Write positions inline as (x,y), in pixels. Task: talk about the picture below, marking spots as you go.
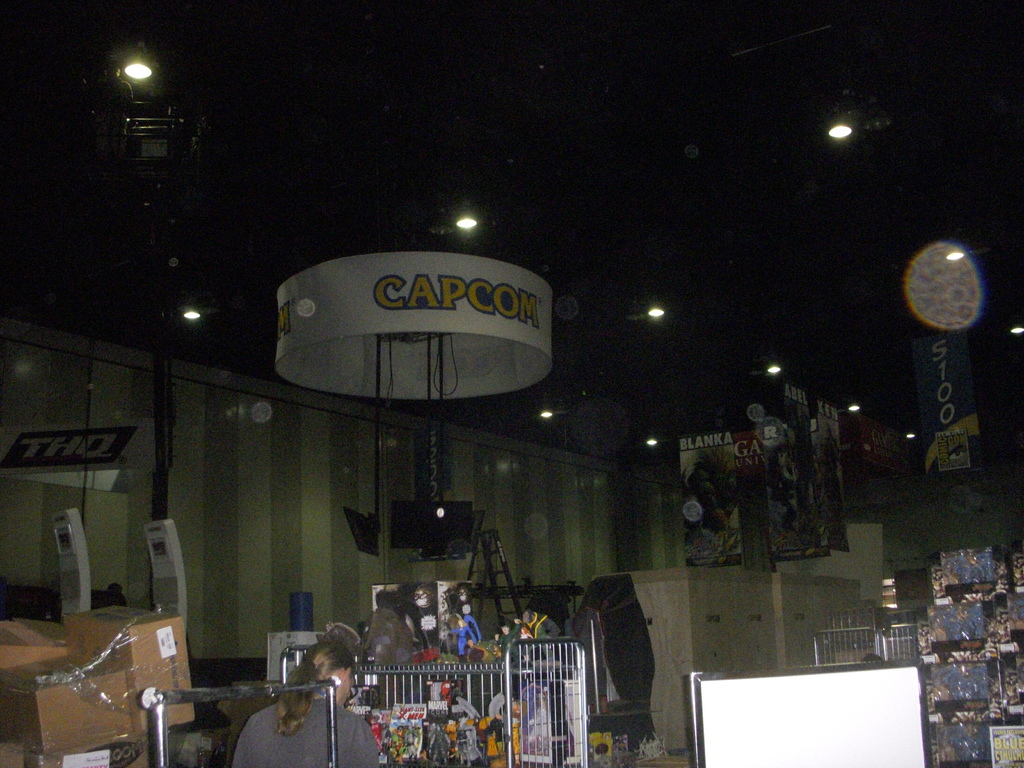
In this image, we can see stands (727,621), boards (712,684), boxes (131,623), banners (788,504) and we can see some objects (425,600). At the top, there are lights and there is a wall (302,456) and we can see a person (267,720) standing.
